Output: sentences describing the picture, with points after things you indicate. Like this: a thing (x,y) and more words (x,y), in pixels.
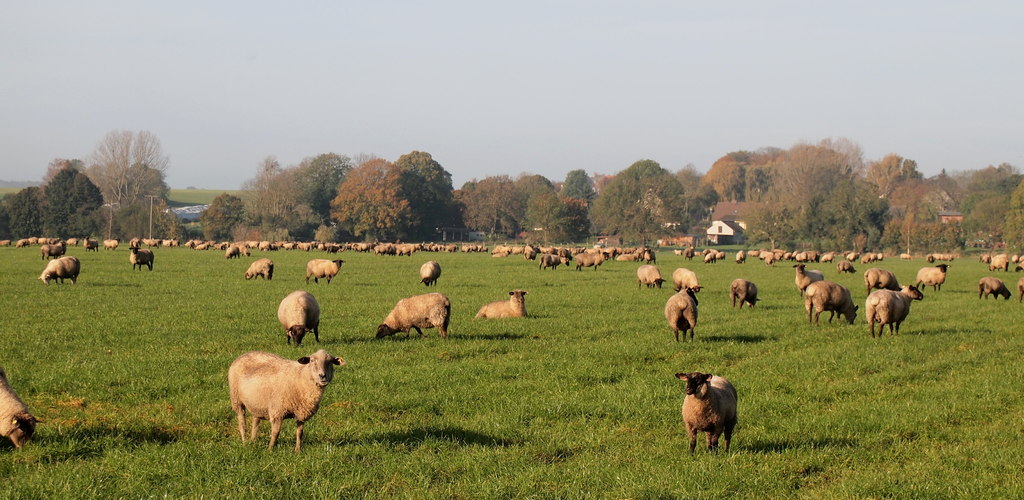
In this image, there are many sheep (635,258). We can see the ground (518,395) with grass (479,402). We can see some trees (344,223), houses (725,208). We can also see the sky (547,125).
